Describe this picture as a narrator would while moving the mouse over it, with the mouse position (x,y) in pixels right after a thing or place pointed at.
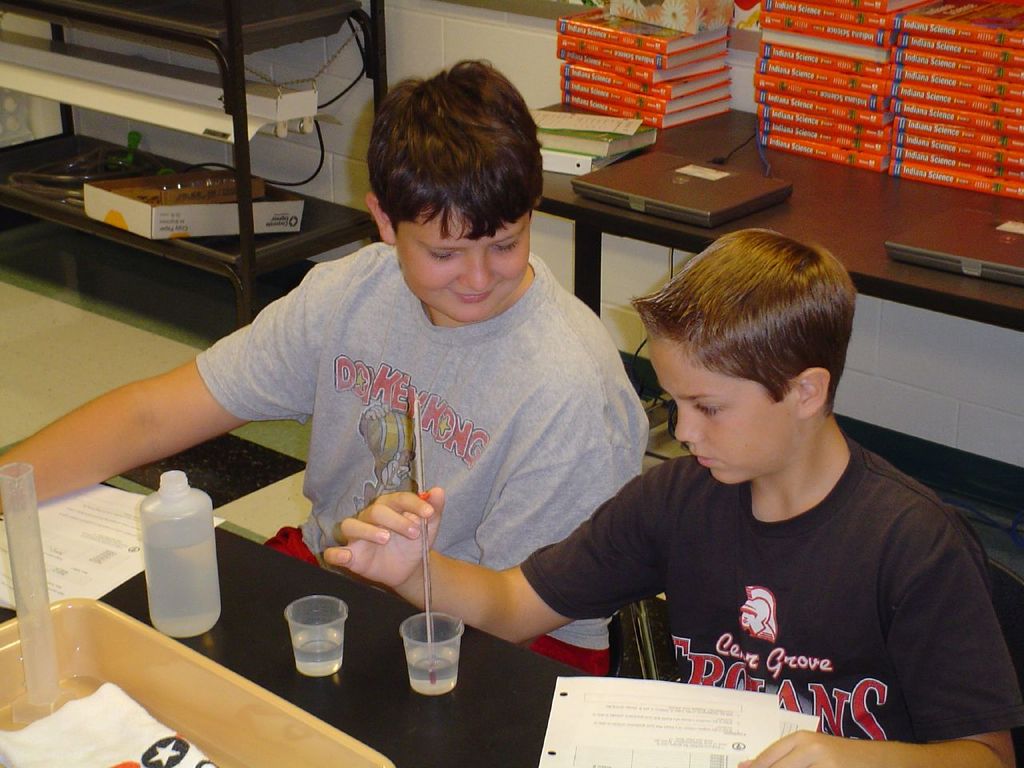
In the center (620,462) we can see two persons (649,499) were sitting. In front of them we can see the table (474,658), on table (394,609) we can see some objects (229,716). Coming to background (837,203) we can see one more table (816,187) on table (891,192) we can see books (802,131) and laptops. Some more objects (290,98) around them.
